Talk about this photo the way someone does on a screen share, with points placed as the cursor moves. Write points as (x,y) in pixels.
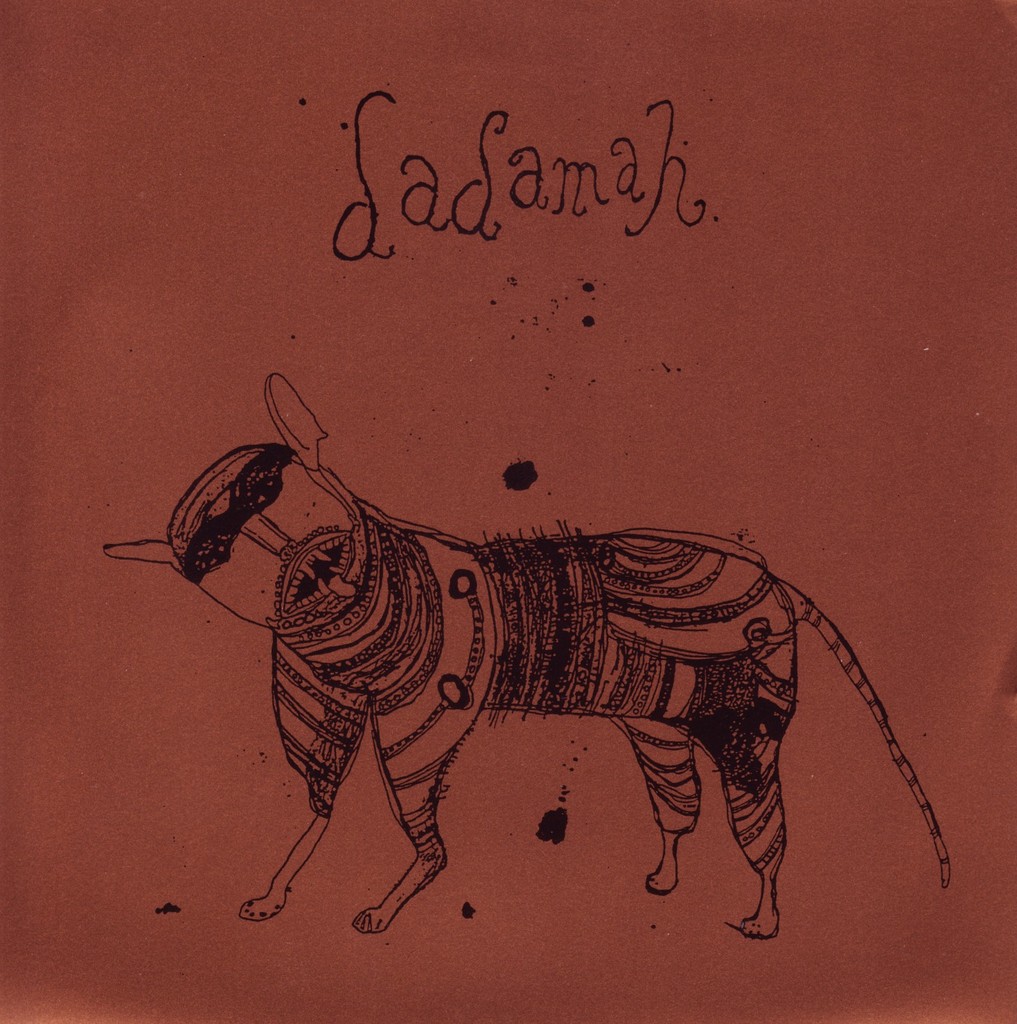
In this picture we can see a drawing (277,877) and some text (480,133).
